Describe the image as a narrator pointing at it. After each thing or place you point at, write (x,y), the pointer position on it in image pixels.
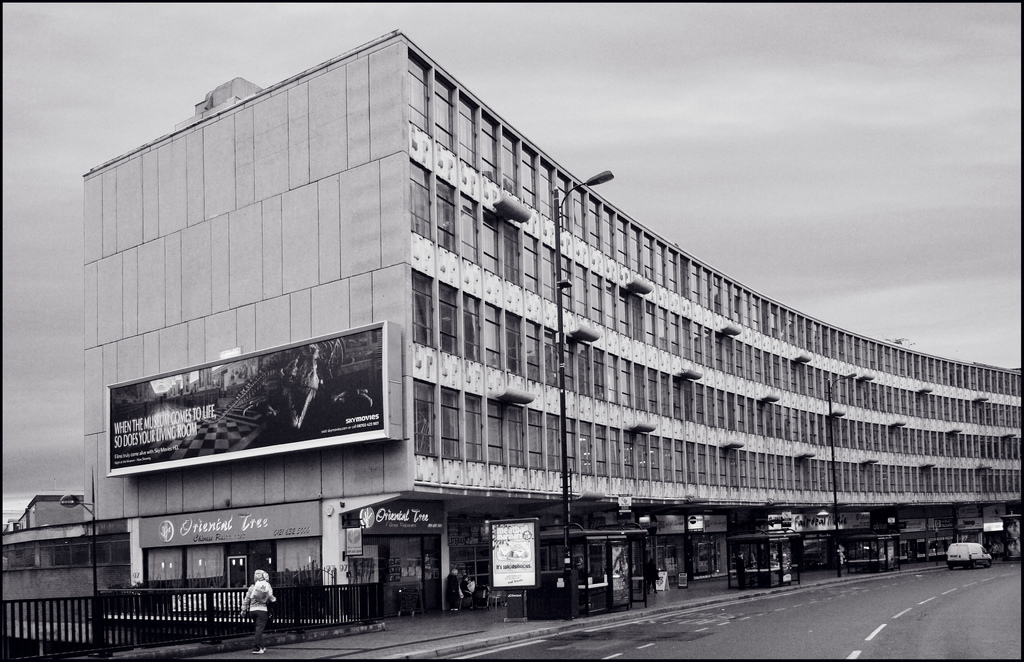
This is a black and white image. In this image, I can see a building (726,381). In the bottom right-hand corner (984,565) there is a vehicle (968,563) on the road (762,629). Beside the road (803,655) there are few light poles (838,531). In the bottom left-hand corner (255,636) there is a person (255,621) walking on the footpath (336,641) and also there is a railing (130,616). At the top of the image (792,75), I can see the sky (859,70).
